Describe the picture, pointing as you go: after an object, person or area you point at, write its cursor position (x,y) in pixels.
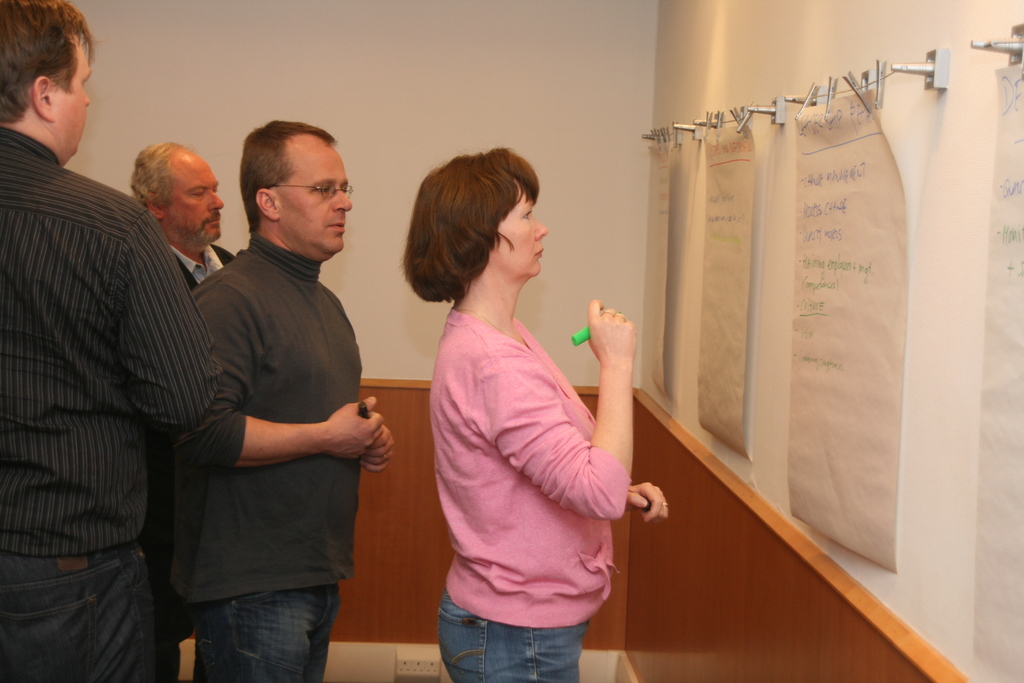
In this image we can see a few people (445,420) standing, there are wall posters (837,255) and some text (851,266) written on it, there are few stainless steel clips (877,103), we can see the wall (742,536).
